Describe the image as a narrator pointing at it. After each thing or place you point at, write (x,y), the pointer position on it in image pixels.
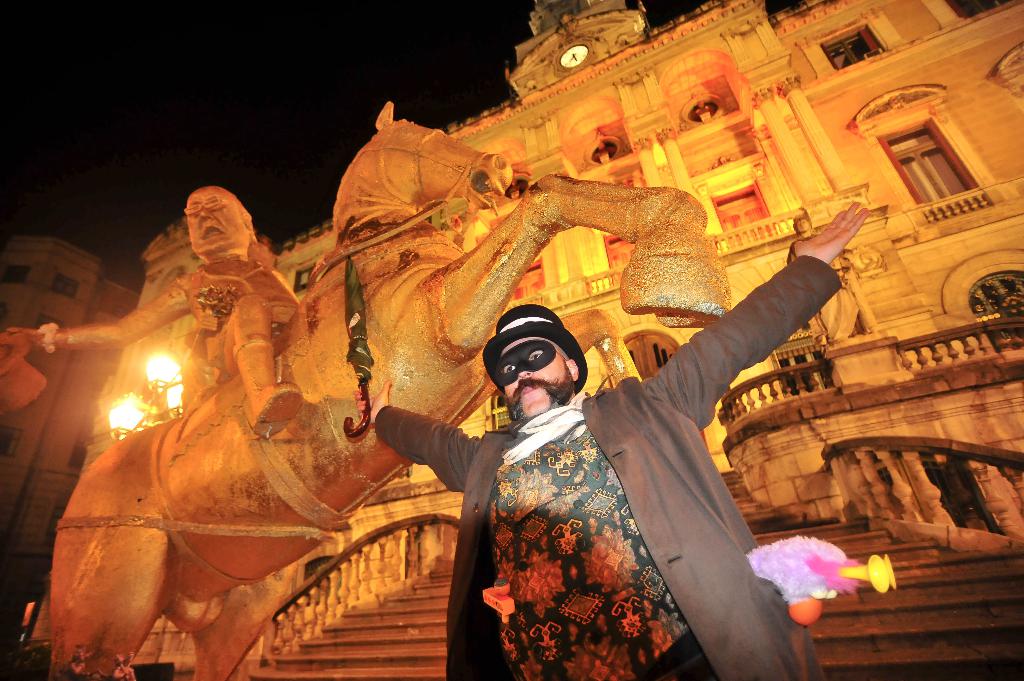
In this image I can see a person (568,504) wearing dress (601,554) and a jacket (697,503), black colored hat (526,318) and black colored mask (523,364) is standing and holding an umbrella (364,301) which is black in color in his hand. In the background (221,225) I can see a statue (260,242) of a person (202,228) sitting on the horse (397,211), few stairs (413,596), the building (726,91), a clock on the top of the building (572,36) and the dark sky (209,48) and I can see few lights (159,395) and few other buildings (104,297) in the background (76,306).
